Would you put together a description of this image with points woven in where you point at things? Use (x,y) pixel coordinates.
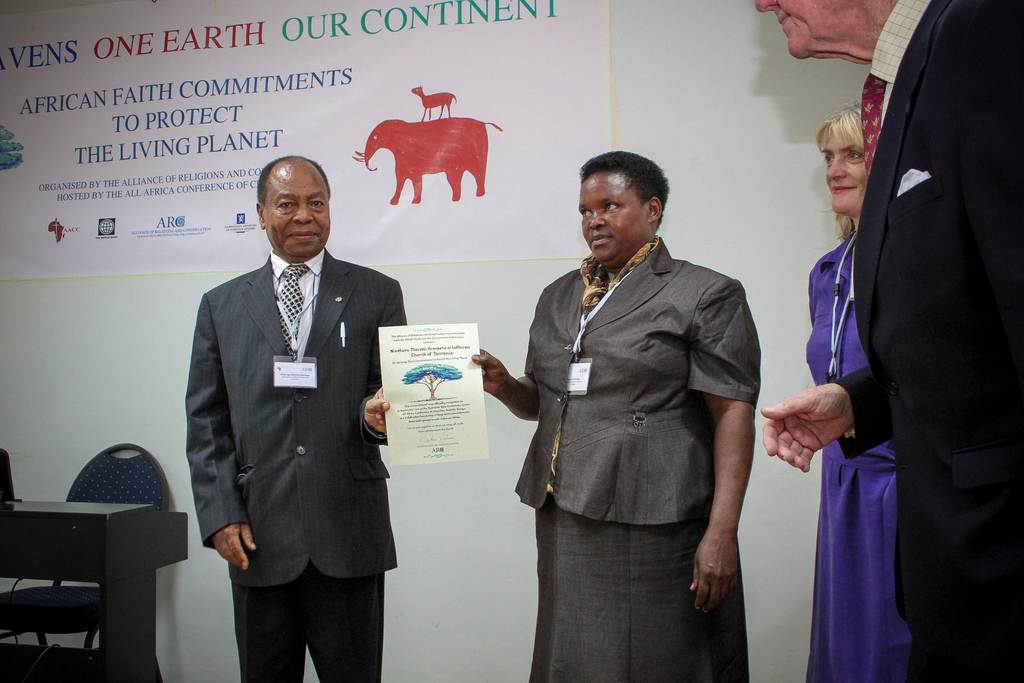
This picture consists of two persons (351,296) in the middle (375,307) standing in front (329,347) the wall (486,280) and they both are holding paper (444,351), on the wall (628,72) there is pamphlet (386,98) attached, on the pamphlet (306,124) I can see text (74,159) and picture (445,153) of animal (457,161). In the bottom (25,632) there is a chair (83,497) and table (110,506), on the right side (903,293) there are two persons (850,165) visible.
